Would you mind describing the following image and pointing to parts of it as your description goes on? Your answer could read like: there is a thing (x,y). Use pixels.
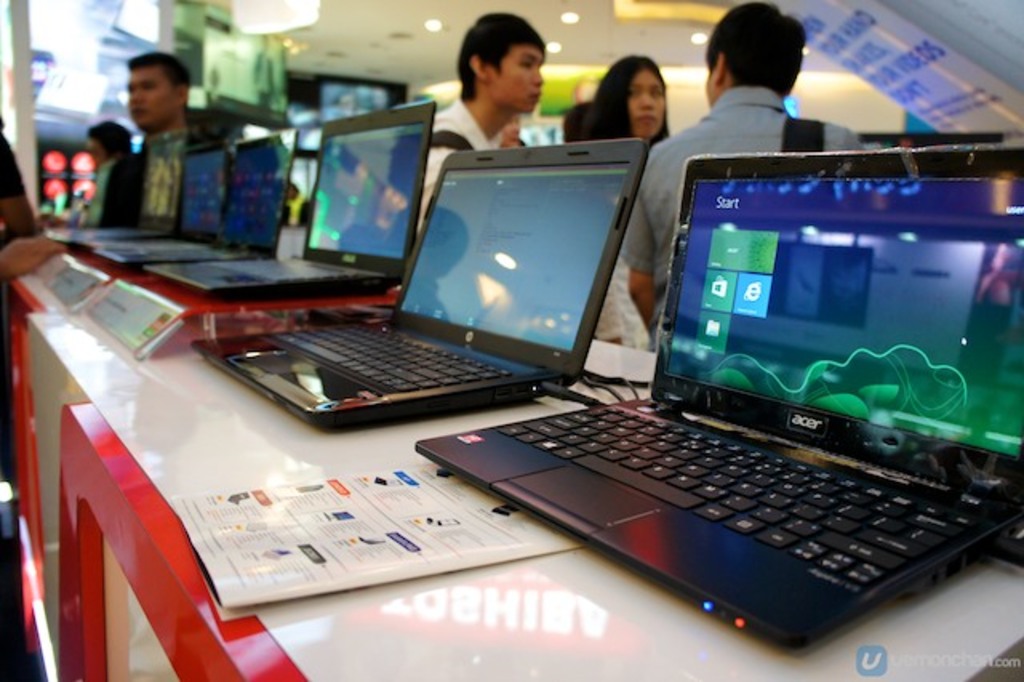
In this image in the center (446,450) there are laptops (784,536) on the table (550,411). In the background (120,160) there are persons (824,143), there are monitors (386,99) and there are lights (624,10).
